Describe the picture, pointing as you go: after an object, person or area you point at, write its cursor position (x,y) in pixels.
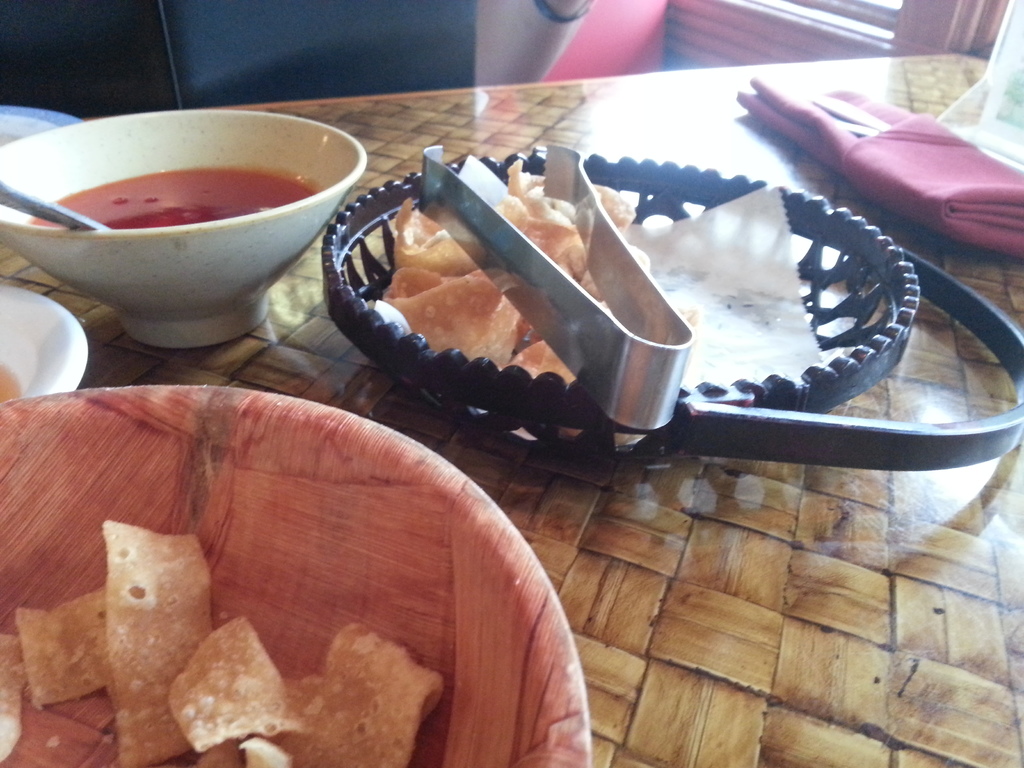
In this image, I can see kitchen tools (664,374), towel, bowls (279,430) in which food items (248,662) are there kept on a table (723,485). In the background (978,20), I can see a window (787,11) and a wall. This image taken, maybe in a room.
